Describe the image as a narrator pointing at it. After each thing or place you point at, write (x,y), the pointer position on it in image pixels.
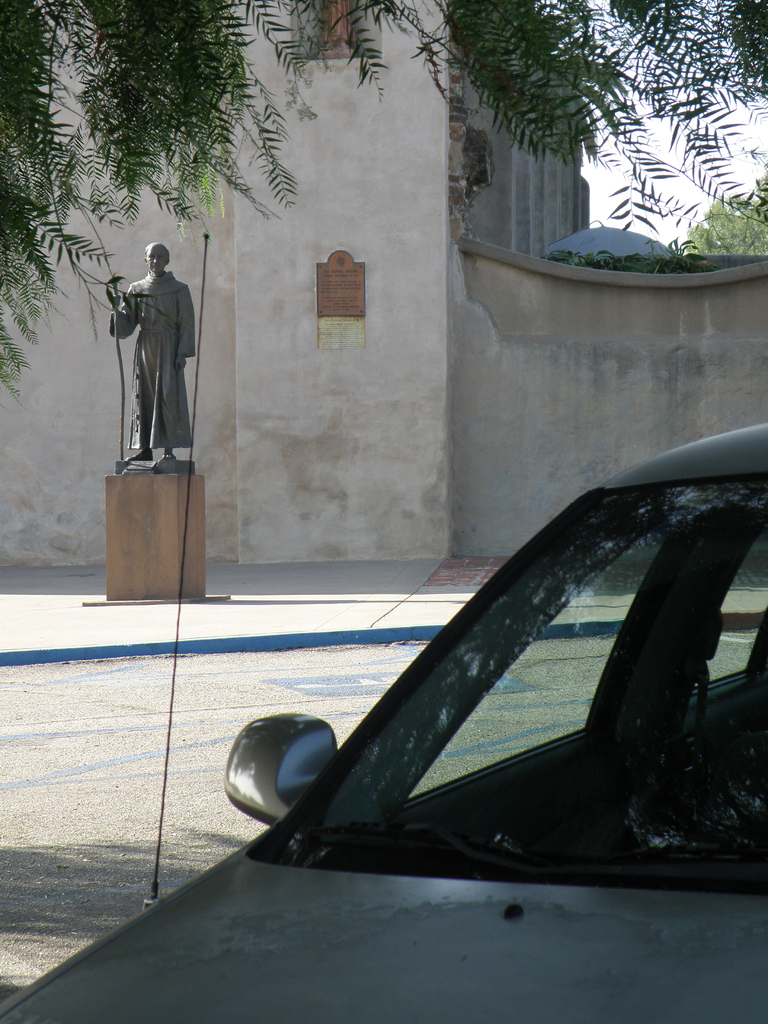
This is the front view of a car (358,930). In this image we can see side mirror (292,771), glass (395,810), wipers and other objects (412,999). In the background of the image (474,179) there is a building (278,264), statue (167,317), trees (85,5), road (78,770), sky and other objects (609,251).
